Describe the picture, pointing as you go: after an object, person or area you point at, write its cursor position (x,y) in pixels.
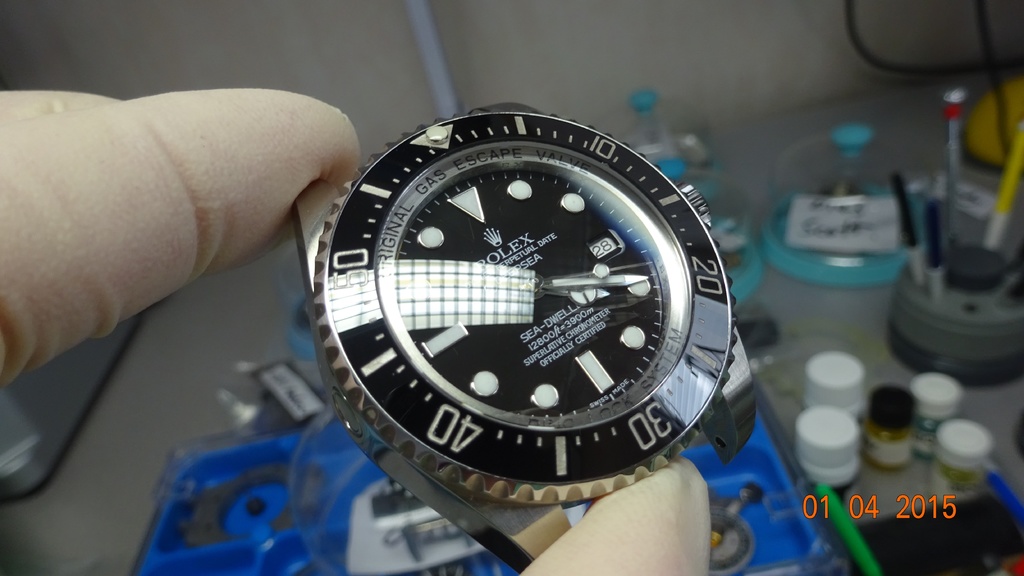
In this image I can see two fingers (615,573) of a person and I can see this person (650,512) is holding a watch (373,333). In the background (174,533) I can see few blue colour things (815,555), few bottles (901,402), few pens (1006,176) and I can see this image is little bit blurry in the background (856,546). On the bottom right side of this image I can see a watermark (840,500).
